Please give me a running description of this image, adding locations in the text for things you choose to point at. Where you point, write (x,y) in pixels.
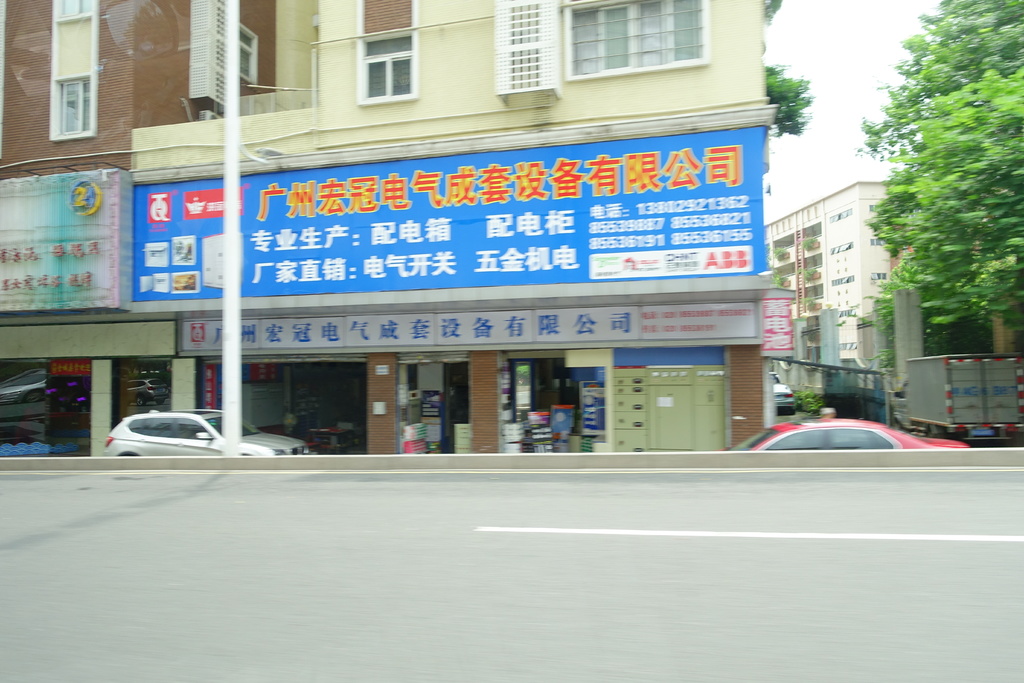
In this image we can see the buildings (582,121) and also trees (873,125) and vehicles (1002,391). We can also see a pole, road (302,477) and also the sky (843,104).
